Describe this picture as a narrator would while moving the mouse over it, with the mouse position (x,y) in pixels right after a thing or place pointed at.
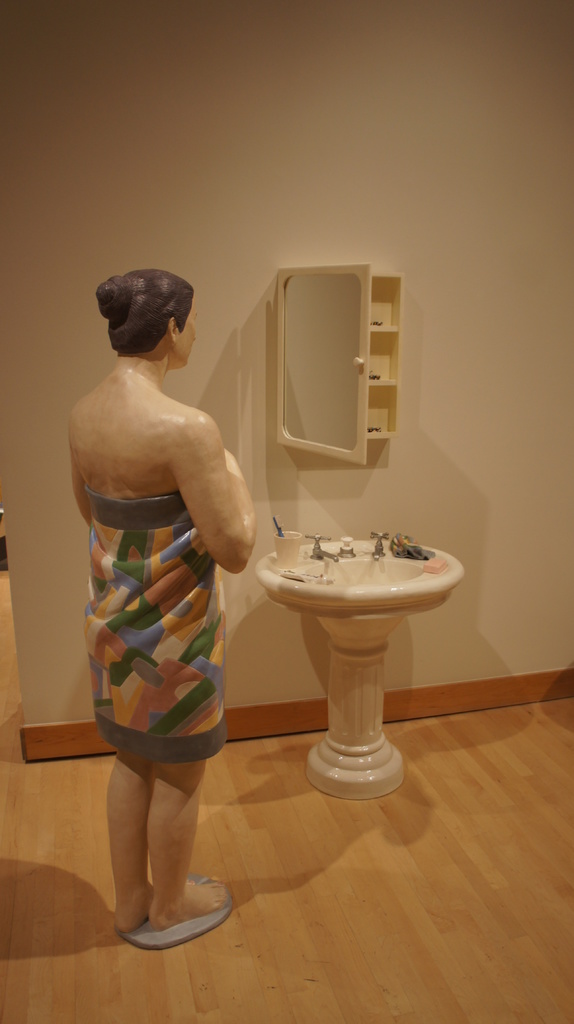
In this image we can see a statue (154,753) on the floor (227,780), in front of the statue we can see a wash basin (377,568) with taps (380,549) and few objects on it. And there is a box (336,326) with mirror (308,319) and racks (391,405) attached to the wall (361,198).
